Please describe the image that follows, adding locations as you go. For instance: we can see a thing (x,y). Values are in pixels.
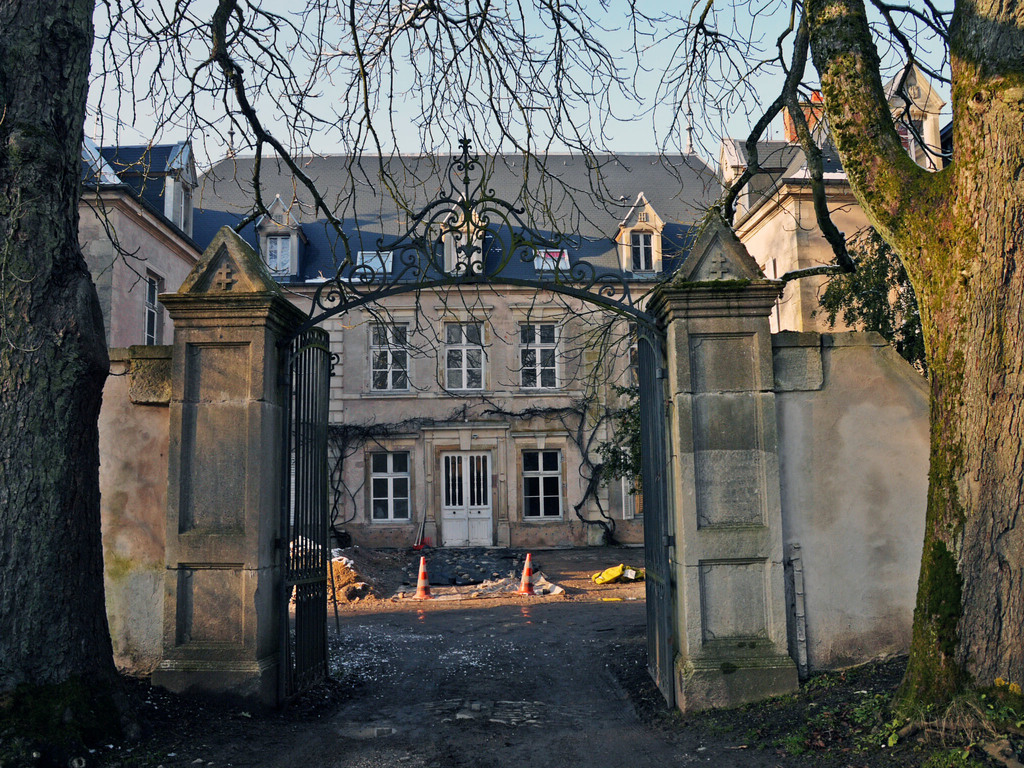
This is a picture of a house (143,312). In the foreground of the picture (85,311) there are trees (76,438), mud (503,675), wall (903,479) and a gate (339,307). In the background (637,264) it is house (474,351), windows (457,363), door (487,511), stones (383,565), sand (361,583) and plant (626,436). It is sunny.
